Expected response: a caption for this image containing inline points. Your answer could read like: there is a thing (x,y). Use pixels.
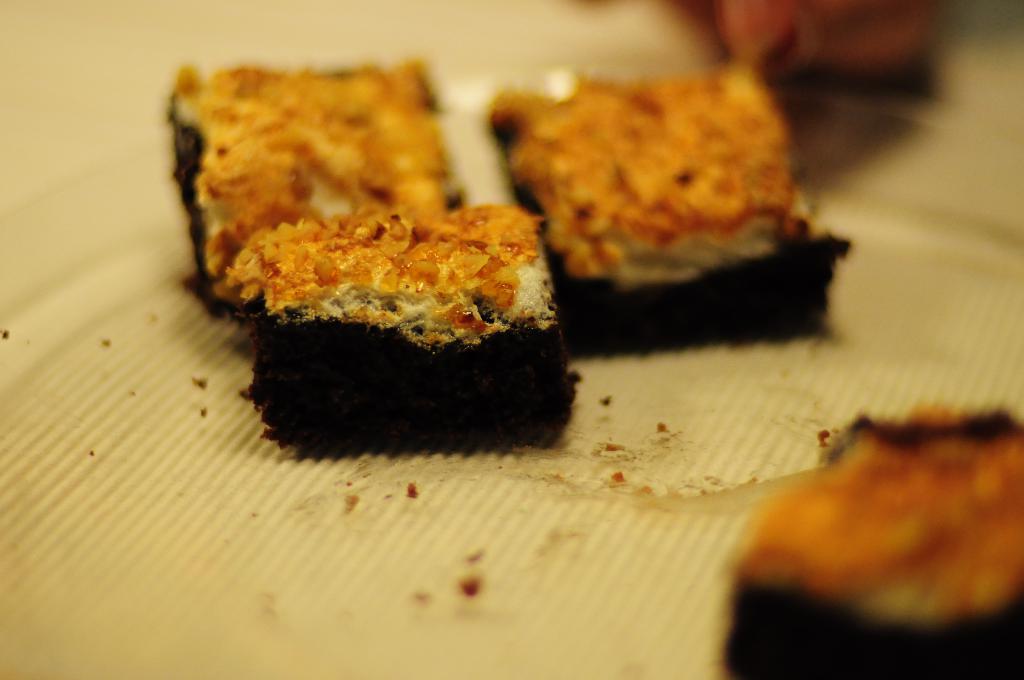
In this image I can see some food items (435,275) which looking like cake (403,429). These are placed on a white colored plate (394,525).
